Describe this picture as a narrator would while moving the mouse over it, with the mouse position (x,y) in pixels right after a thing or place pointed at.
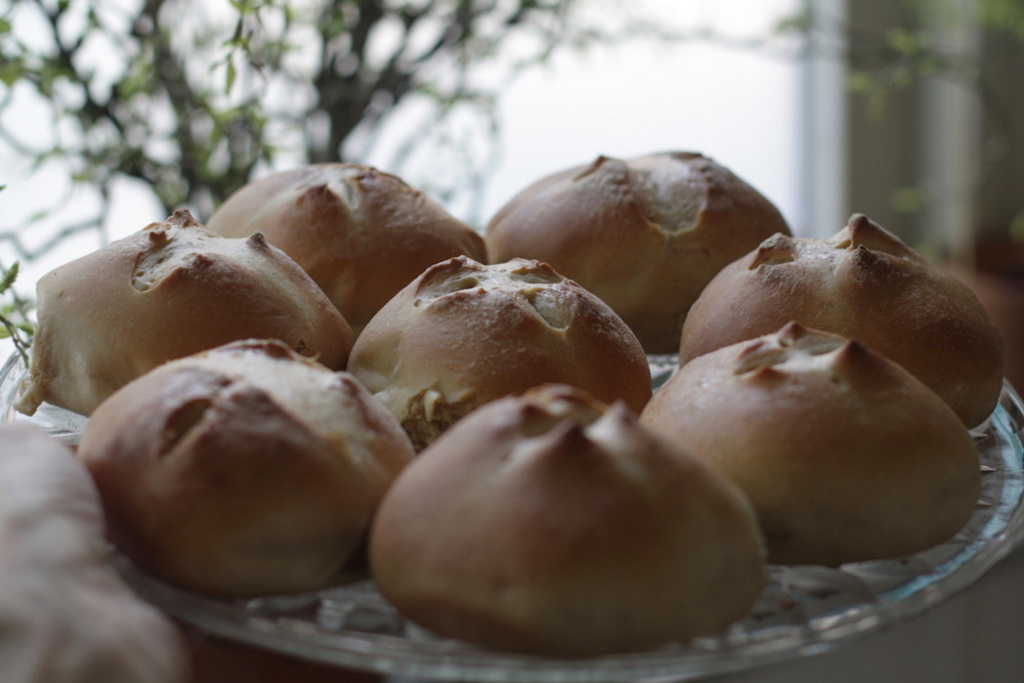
In this image there is a baked food item (596,461) on the plate (799,578), and at the background (134,57) there is a plant (154,59).
